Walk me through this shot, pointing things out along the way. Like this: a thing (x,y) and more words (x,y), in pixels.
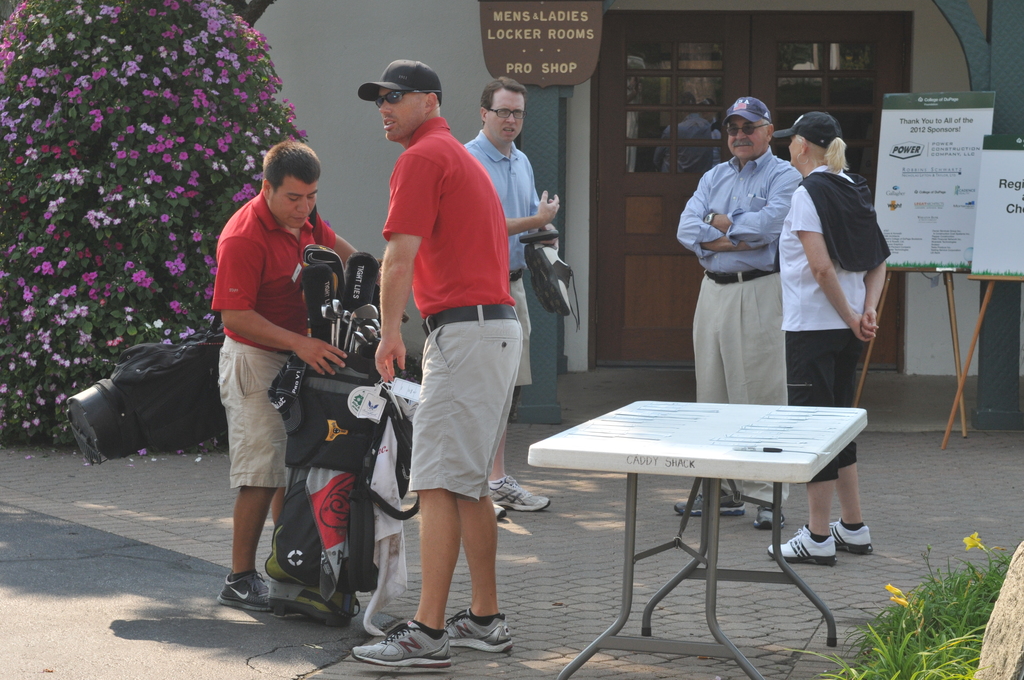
Two men (436,260) are wearing red t-shirt (390,231) and short (448,385). And the red t-shirt man (384,72) one of them are wearing cap (397,74) on his head (402,81) and kept spectacles (392,98). At the back of them there two men (711,179) and one lady (815,223). And at the back of them there is a door (741,79). To the left corner (93,157) there is a bush (80,219). And there is a table (711,432). To the right corner (956,604) there is a grass (942,605).
